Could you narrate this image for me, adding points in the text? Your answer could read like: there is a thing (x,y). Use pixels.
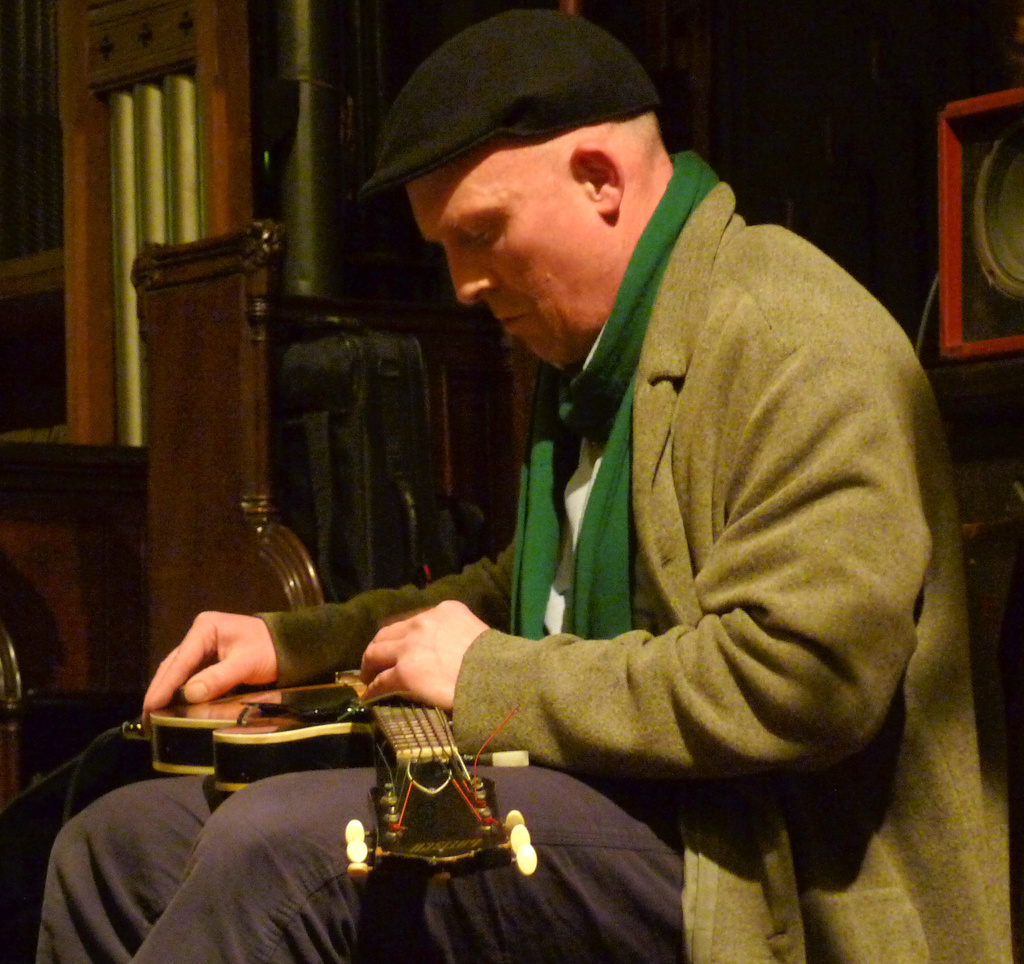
In this image we can see there is a person (613,266) sitting and holding a musical instrument (351,832). And at the back (989,129) there is a red color object (979,250) and there is a stand (265,477), window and a few objects (401,432).
